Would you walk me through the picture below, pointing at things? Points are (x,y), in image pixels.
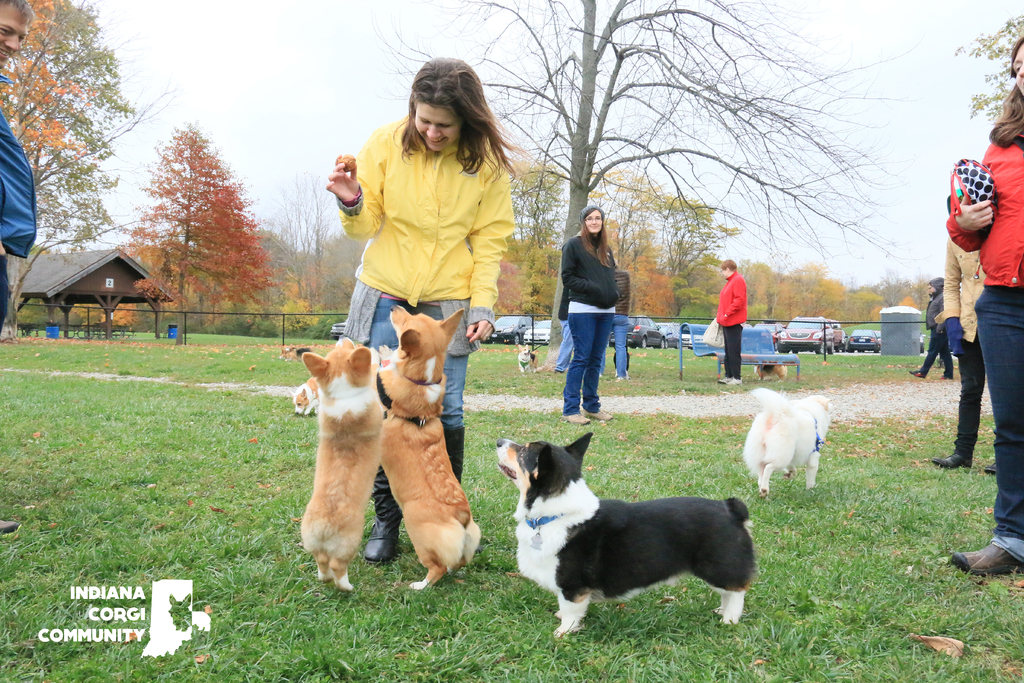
In the picture I can see a woman (505,213) standing on the grass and she is playing with dogs (426,481). There is a smile on her face (418,124). There is a man (5,277) on the top left side (24,170) and he is smiling as well. I can see a few persons (961,407) on the right side (1007,342). In the background (804,298), I can see the cars (780,327) and trees (640,255). I can see a deciduous tree (571,171) at the top of the image (617,63).
